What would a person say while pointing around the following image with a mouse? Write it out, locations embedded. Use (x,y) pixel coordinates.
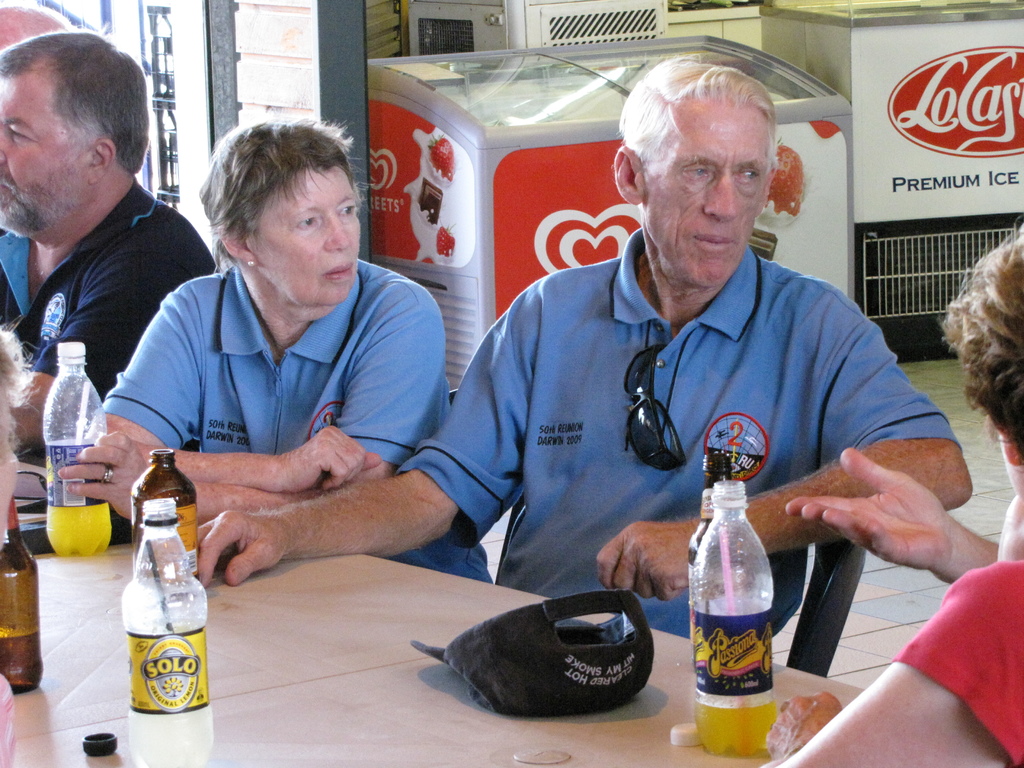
In this image I can see the four people (550,456) sitting in-front of the table (295,633). On the table (349,657) there is a cap (509,652) and the bottles (163,539). In the background (514,80) there is a fridge (517,130).
